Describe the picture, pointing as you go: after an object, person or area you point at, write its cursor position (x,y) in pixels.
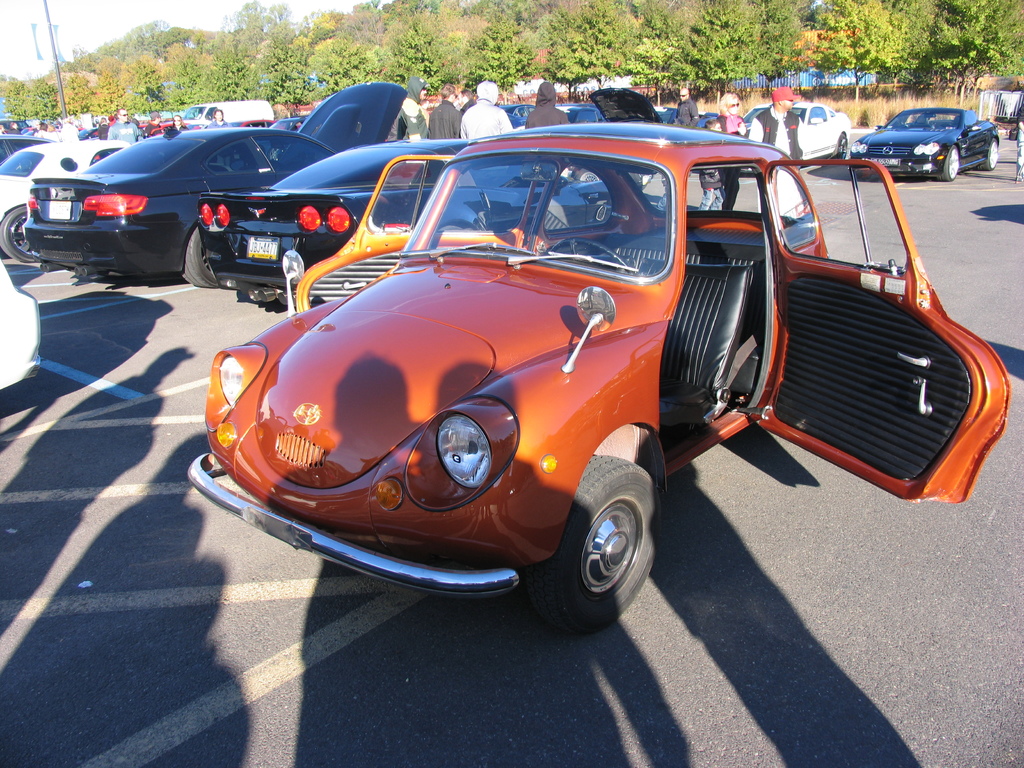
In this image we can see cars (714,309) and people (216,115) on the road (248,726). In the background (623,67) we can see trees (233,82), pole (55,49), and sky (93,45).
